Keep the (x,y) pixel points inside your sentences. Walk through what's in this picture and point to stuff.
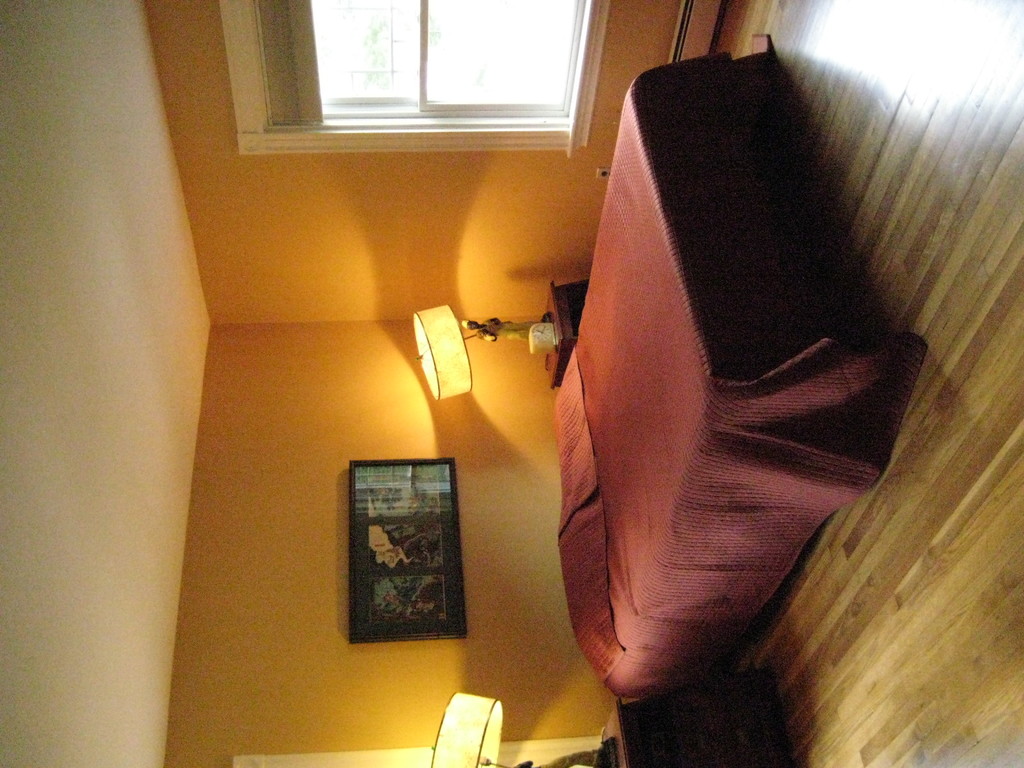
In this image in the center (677,443) there is a bed (676,430) and on the bed (598,432) there are pillows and there is a frame (440,575) on the wall (535,360), there are lights (515,328) on the stools (577,318) and on the top (462,76) there is a window (411,72) which is white in colour. On the left side (138,424) there is a wall (91,462) which is white in colour and in the background (257,471) the colour of the wall (297,479) is orange in colour.
